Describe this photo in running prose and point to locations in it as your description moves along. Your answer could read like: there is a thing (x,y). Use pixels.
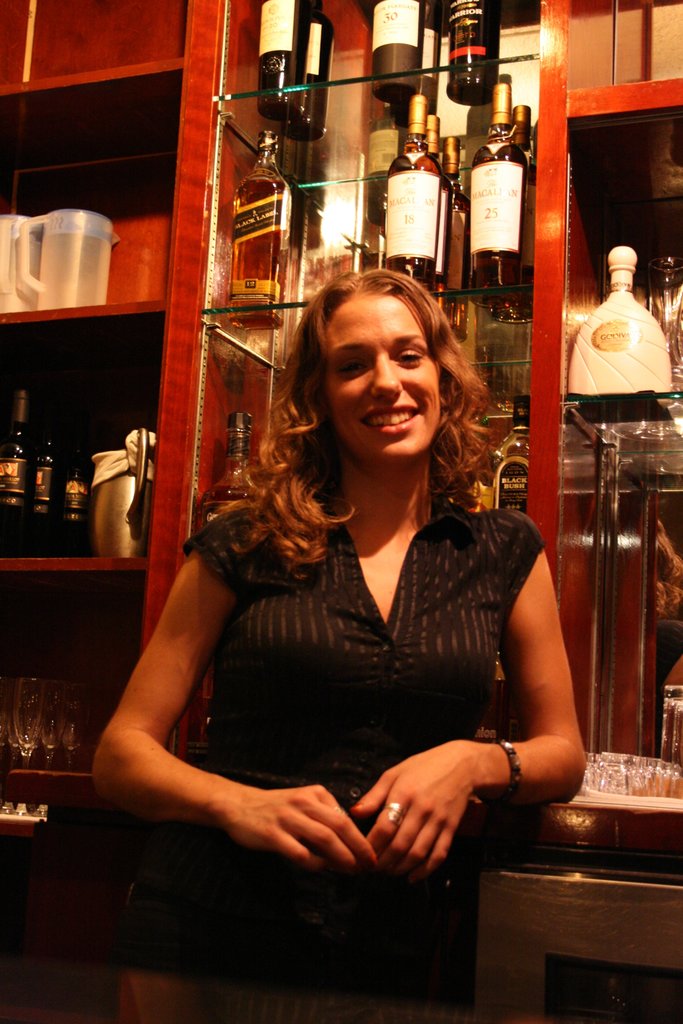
In the image we can see a woman (313,615) smiling at a camera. Back of her there are many drink bottles (485,94).
